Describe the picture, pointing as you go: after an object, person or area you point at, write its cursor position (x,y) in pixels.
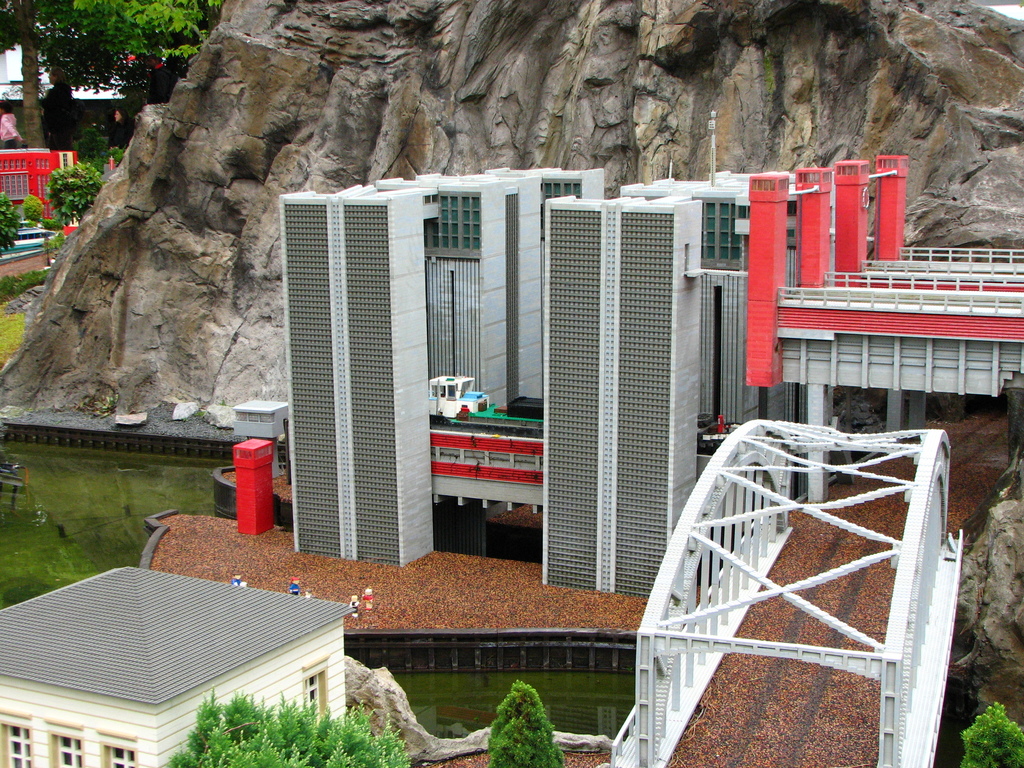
In this picture we can see buildings (423,423), on the right side (892,652) there is a bridge (775,655), we can see a rock (680,165) in the middle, in the background (53,50) there are plants (58,201), a tree (90,31), grass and a person (53,125), we can see water (80,486) on the left side (85,495).
